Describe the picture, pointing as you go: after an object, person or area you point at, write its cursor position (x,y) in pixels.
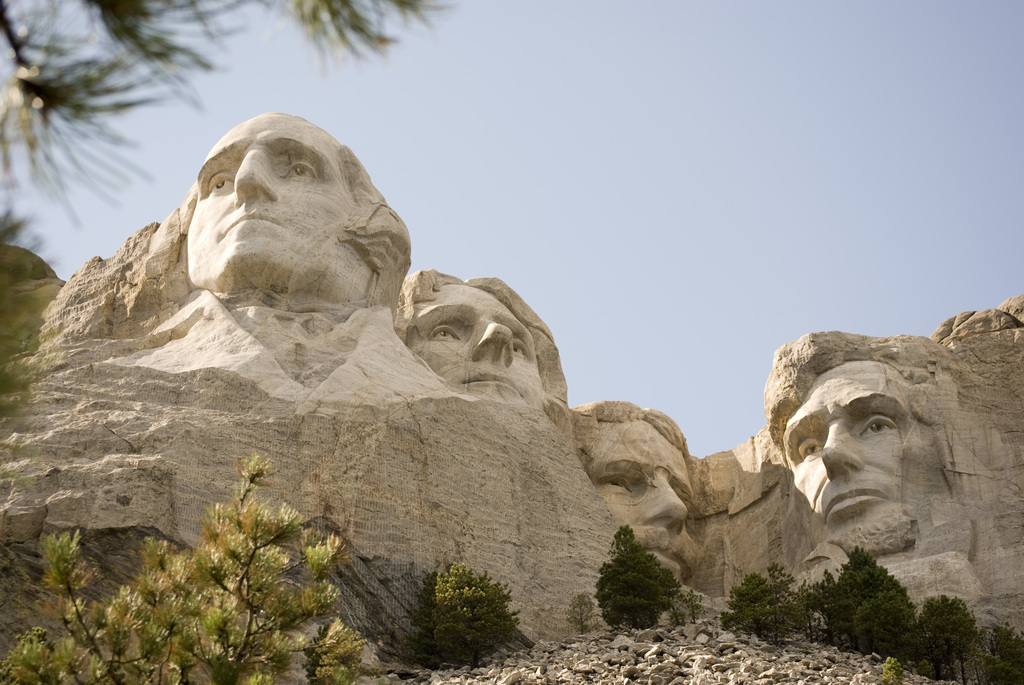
Bottom left side of the image (336,665) there are some trees (473,623). Bottom right side of the image (771,651) there are some stones (657,644). In the middle of the image (439,431) there are some statues (226,190) and hill (962,440). Top right side of the image (971,124) there is sky (12,182).
